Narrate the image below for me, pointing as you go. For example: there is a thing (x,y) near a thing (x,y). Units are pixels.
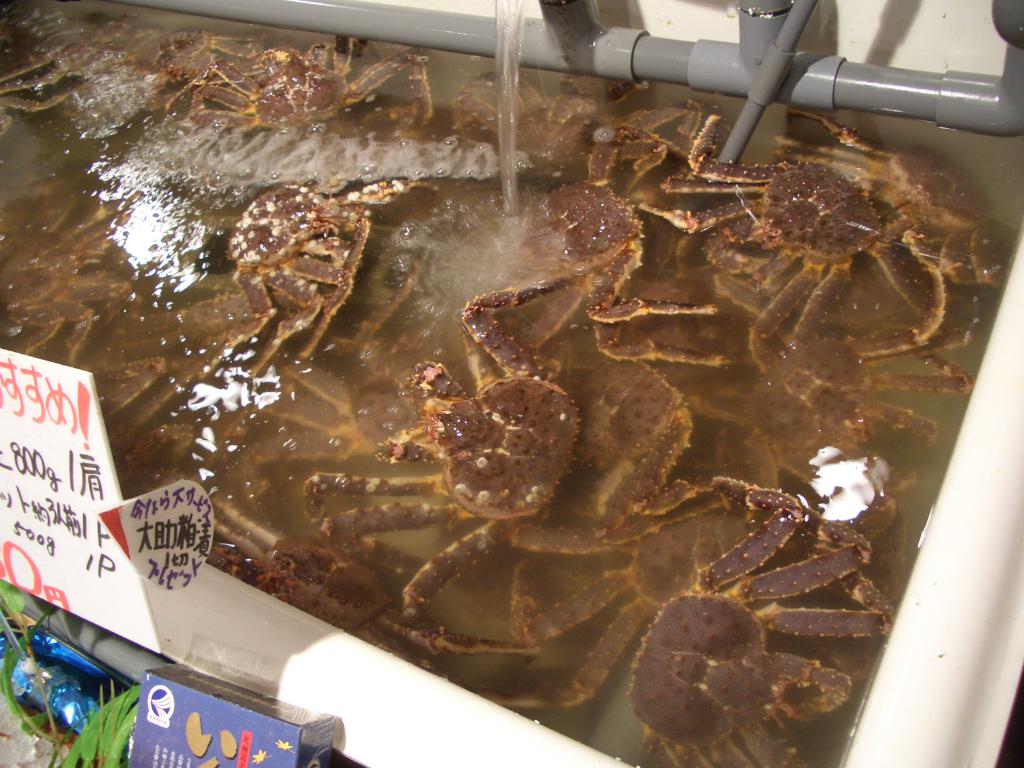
In this image there is a big tray (1004,287) in which there are giant crabs (590,380). There is water (507,100) falling from the top. There are pipes (605,69) at the top (569,42) through which water (507,117) is falling in the tray (515,361). At the bottom (199,524) there are boards (117,630).
